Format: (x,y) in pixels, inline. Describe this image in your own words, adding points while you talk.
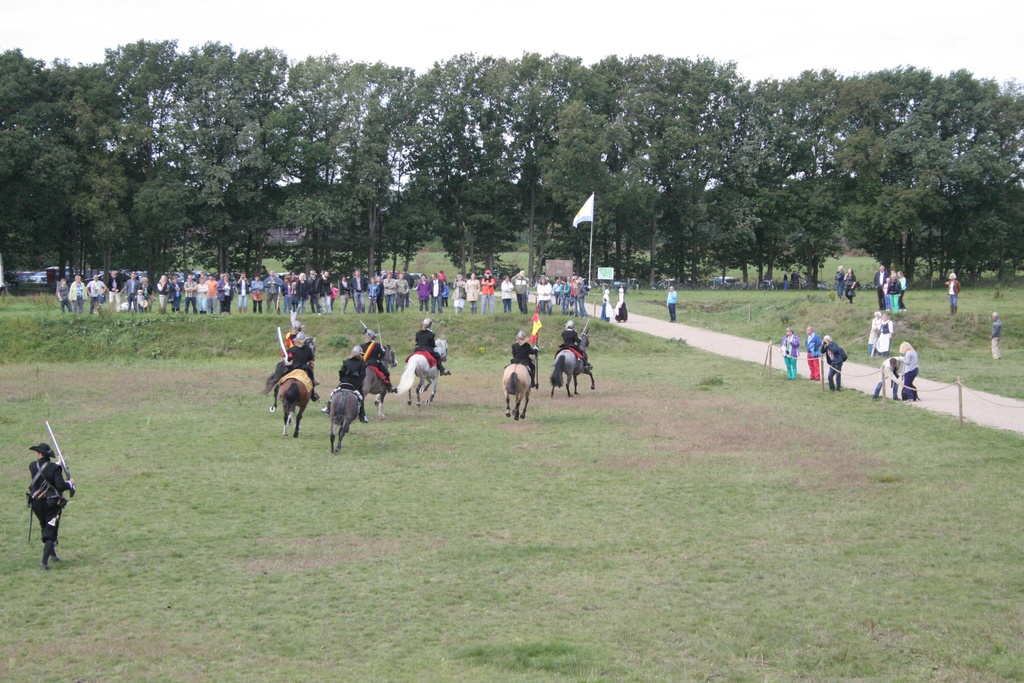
Few people (344,371) are sitting on horses (364,371). Land (485,373) is covered with grass (518,539). Background (581,236) we can see flag (584,212), boards (551,264), people (306,296), trees (592,143) and sky (412,43). One person (527,350) is holding a flag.
